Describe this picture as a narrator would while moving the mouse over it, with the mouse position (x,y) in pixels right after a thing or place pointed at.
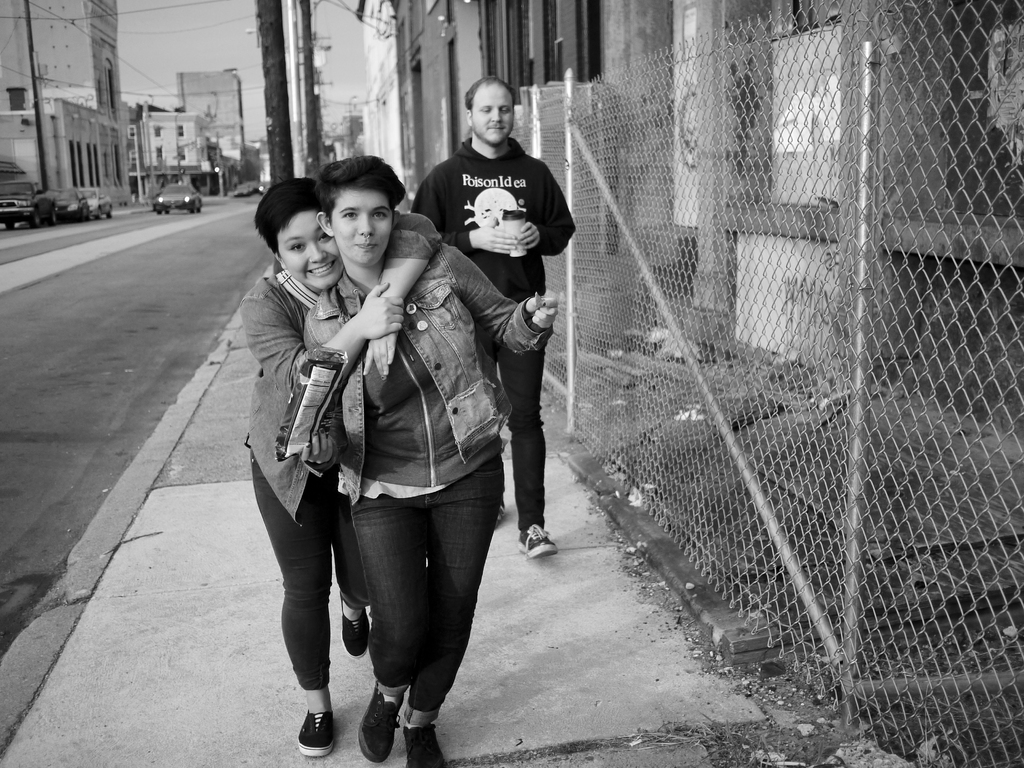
In the image we can see three people (454,489) are walking, they are wearing clothes (305,491) and shoes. There are even vehicles (51,209) on the road (92,376). Here we can see a road (31,393), footpath (271,592) and fence (855,344). There are even, poles (295,90) and these are the electric wires (70,19).
